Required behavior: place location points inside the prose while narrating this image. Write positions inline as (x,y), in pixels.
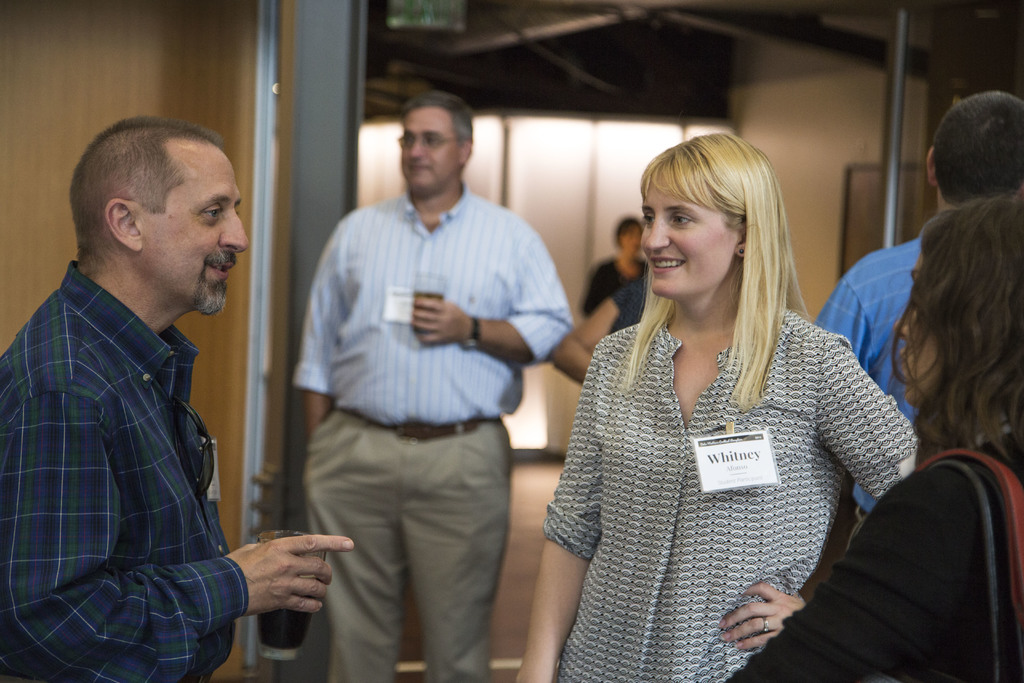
In this image we can see people (510,407) standing on the floor (548,478) and some of them are holding glass tumblers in the hands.
